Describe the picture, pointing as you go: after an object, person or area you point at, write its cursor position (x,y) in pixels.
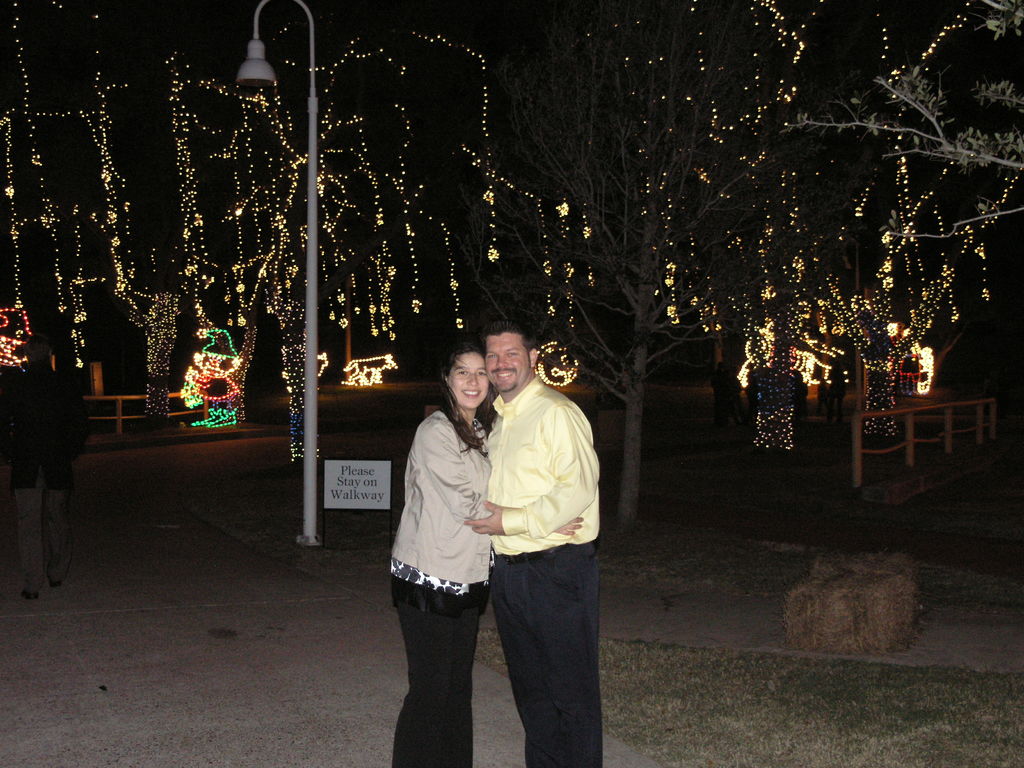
There is a man (559,463) and a woman (466,494). Also there is a light pole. In the back (236,153) there are decorations (797,257) with lights (803,269) on trees (497,244). On the right side (909,427) there is a railing (927,427). On the left side (63,480) there is a person (20,506). Also there is a board (360,492) with something written on that.
